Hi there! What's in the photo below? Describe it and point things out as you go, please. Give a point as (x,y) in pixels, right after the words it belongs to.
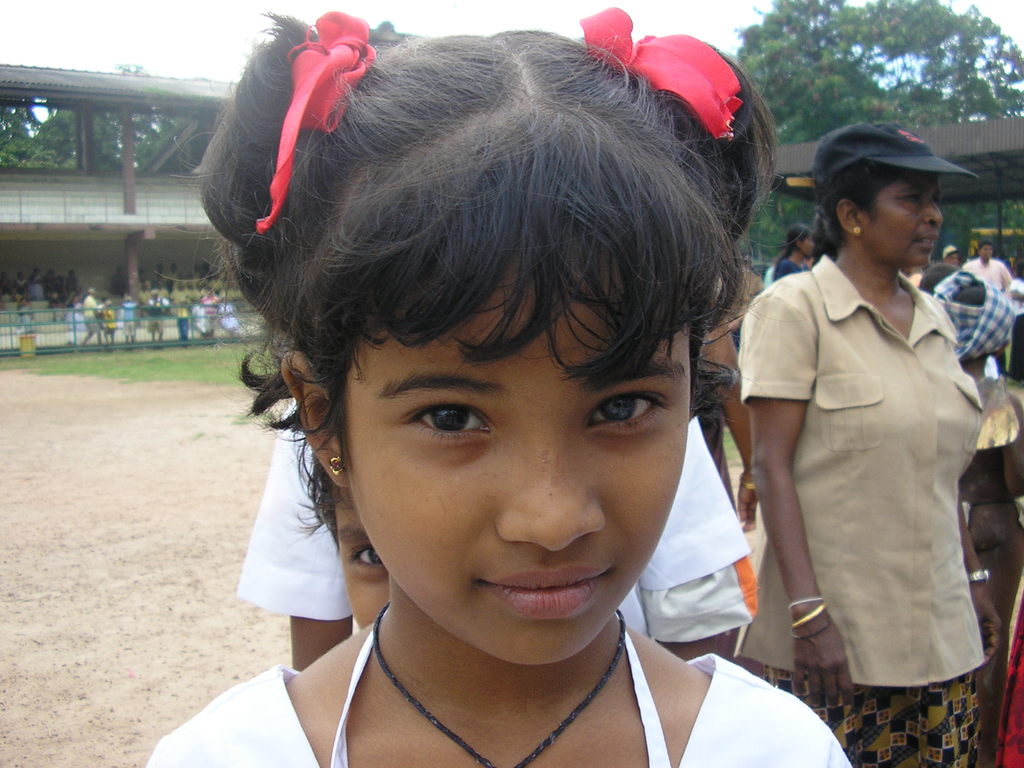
In this image I can see a girl (510,352) wearing white colored dress (336,759). Behind her I can see few persons (863,506) are standing. In the background (124,180) I can see few sheds (155,274), few persons (109,319), the railing (137,320), few trees (105,137) which are green in color and the sky (290,3).
